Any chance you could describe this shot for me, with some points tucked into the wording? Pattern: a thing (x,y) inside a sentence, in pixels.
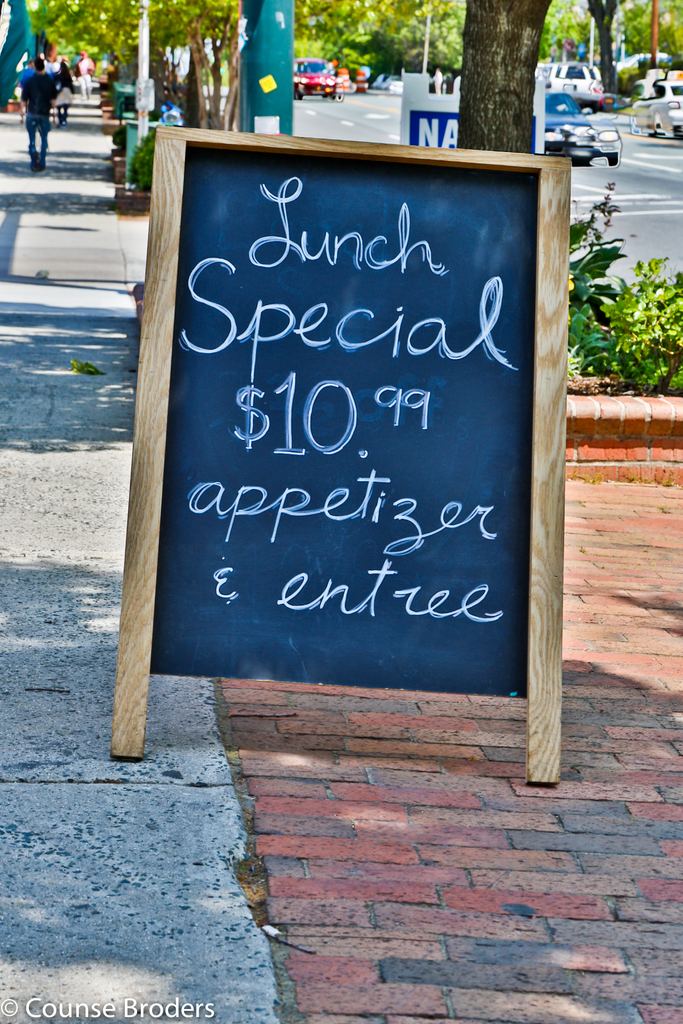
This picture is clicked outside. In the center (389,421) there is a board (513,657) attached to the wooden stand (549,204) and we can see the text (257,247) is written on the board (330,667). In the foreground (420,875) we can see the pavement (627,556) and some plants (639,305). In the background (458,28) we can see the trees (100,53), group of persons (37,105), group of vehicles (592,88), poles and some other objects (583,50). At the bottom left corner (69,1014) there is a text (122,1006) on the image.
